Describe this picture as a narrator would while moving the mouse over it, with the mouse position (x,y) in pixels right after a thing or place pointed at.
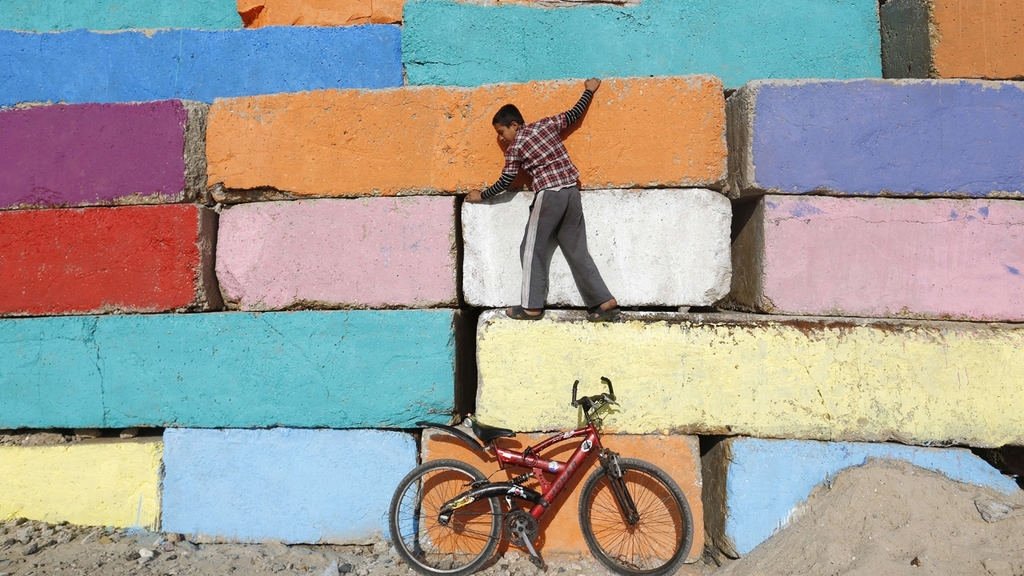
In the center of the image (501,274) there is a wall (486,271). There is a boy (574,201) on the wall (498,283). At the bottom of the image (423,463) there is bicycle (532,517). There is sand (822,530). There are stones (140,551).
